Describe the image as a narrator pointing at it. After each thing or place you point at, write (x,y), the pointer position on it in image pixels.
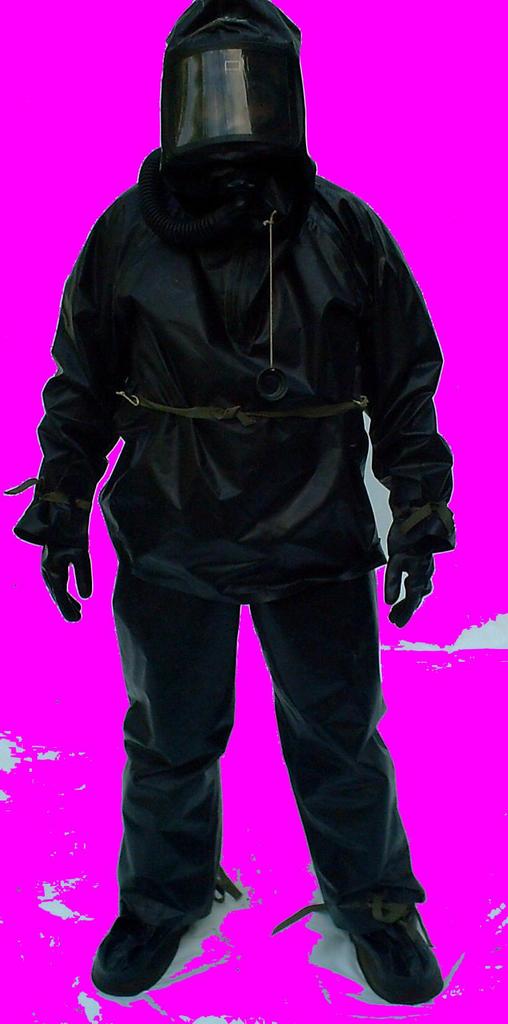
This is an edited picture. I can see a person (267,268) standing with a helmet (201,140).
